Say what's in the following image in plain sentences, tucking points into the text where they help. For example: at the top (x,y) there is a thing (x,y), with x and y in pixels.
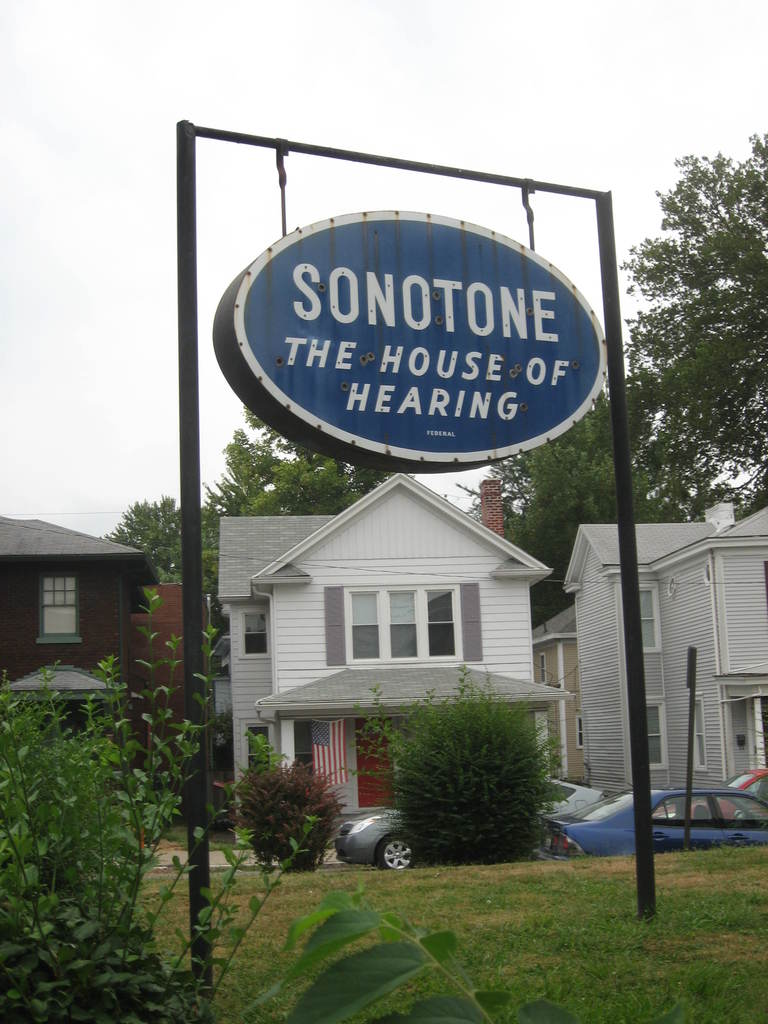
In this image there are buildings (491,586) and also has cars (707,834) parked in front of those buildings (352,724) and the building (242,629) which is in the center (496,605) has an American flag (313,751) which is hanging in front of the roof (324,714) and there are also some plants (302,928) and there is also grass (647,999) here is a board (383,220) which is displayed saying that Sonotone the house of hearing.
